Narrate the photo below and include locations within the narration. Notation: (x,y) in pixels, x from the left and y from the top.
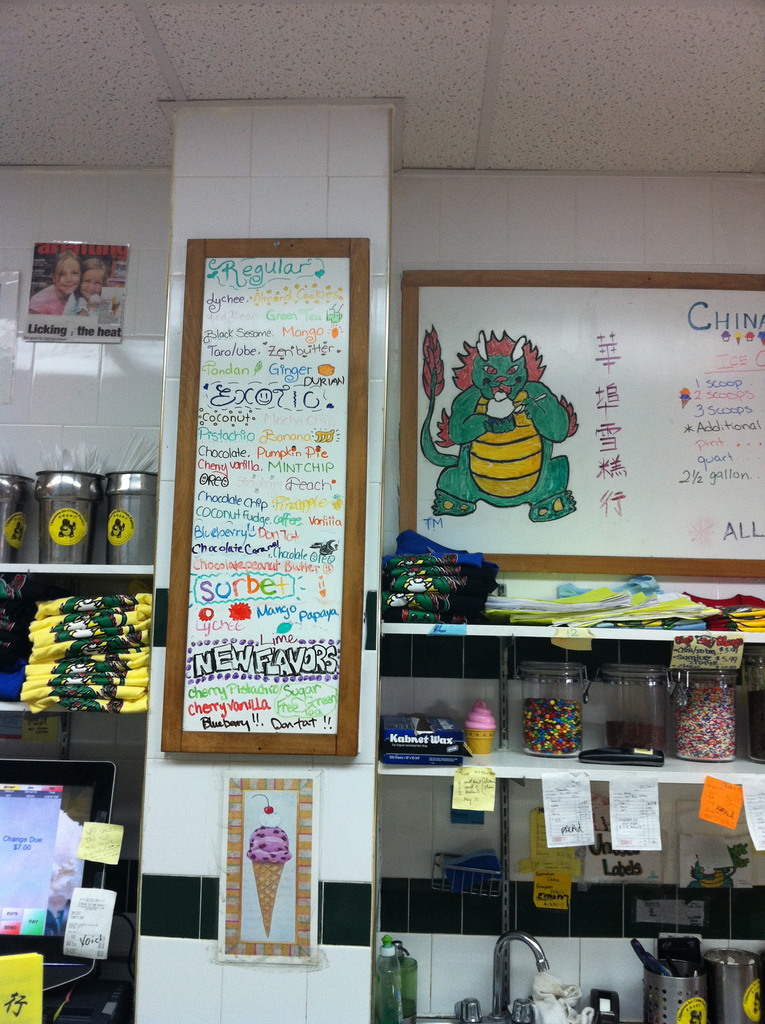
In this image we can see the racks (128,582), in that there are clothes (107,652), papers (100,898), tap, jars (131,478), bottles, screen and a few objects (439,725). And we can see the photo frames (312,357) attached to the wall (248,760).
